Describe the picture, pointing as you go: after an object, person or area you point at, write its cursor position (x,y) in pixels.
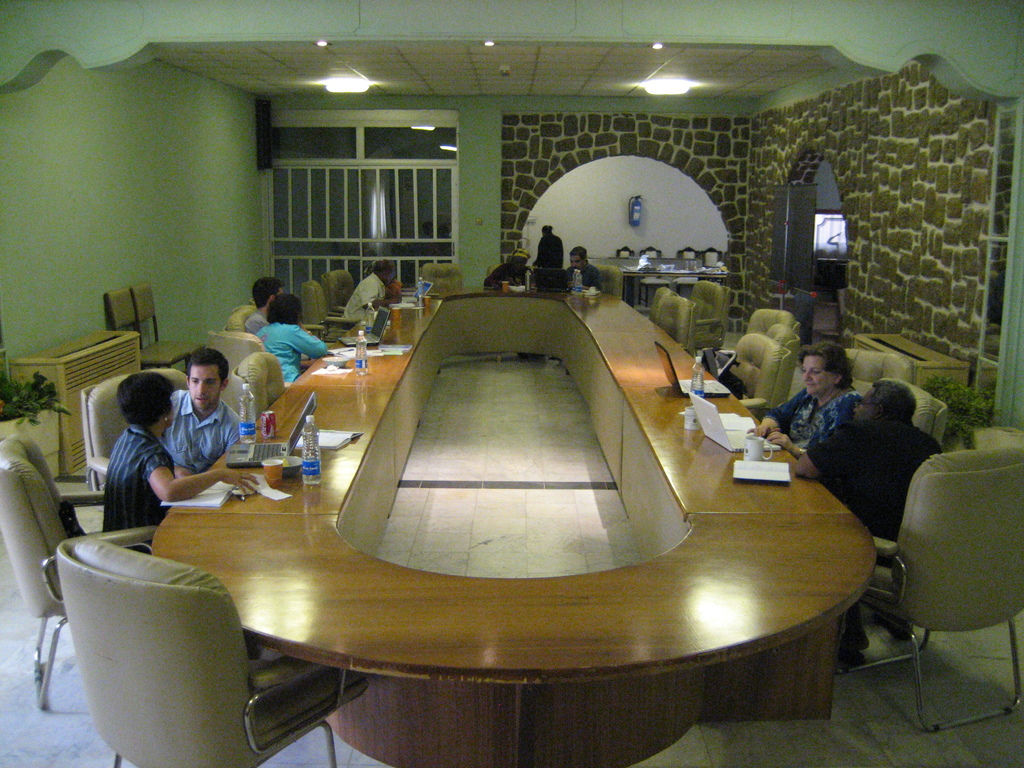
Here we can see some persons (133,460) are sitting on the chairs (952,613). This is table (413,571). On the table (259,471) there are laptops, bottles (306,433), and papers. This is floor (504,465). There is a plant (45,394) and these are the lights (669,87). On the background (439,119) there is a wall (638,144) and this is door (370,249).
